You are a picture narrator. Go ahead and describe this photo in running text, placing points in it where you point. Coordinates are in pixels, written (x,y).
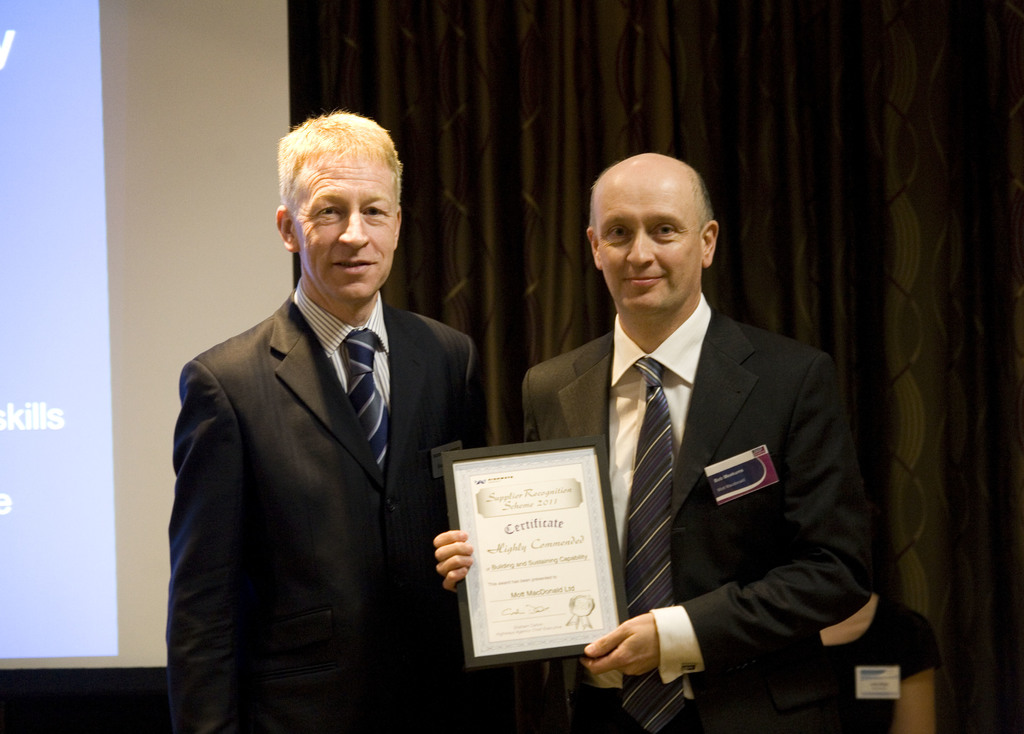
In this image we can see three persons (689,442), one of them is holding a certificate frame (557,509), there is a curtain (582,175) and a screen (121,250) with text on it.
